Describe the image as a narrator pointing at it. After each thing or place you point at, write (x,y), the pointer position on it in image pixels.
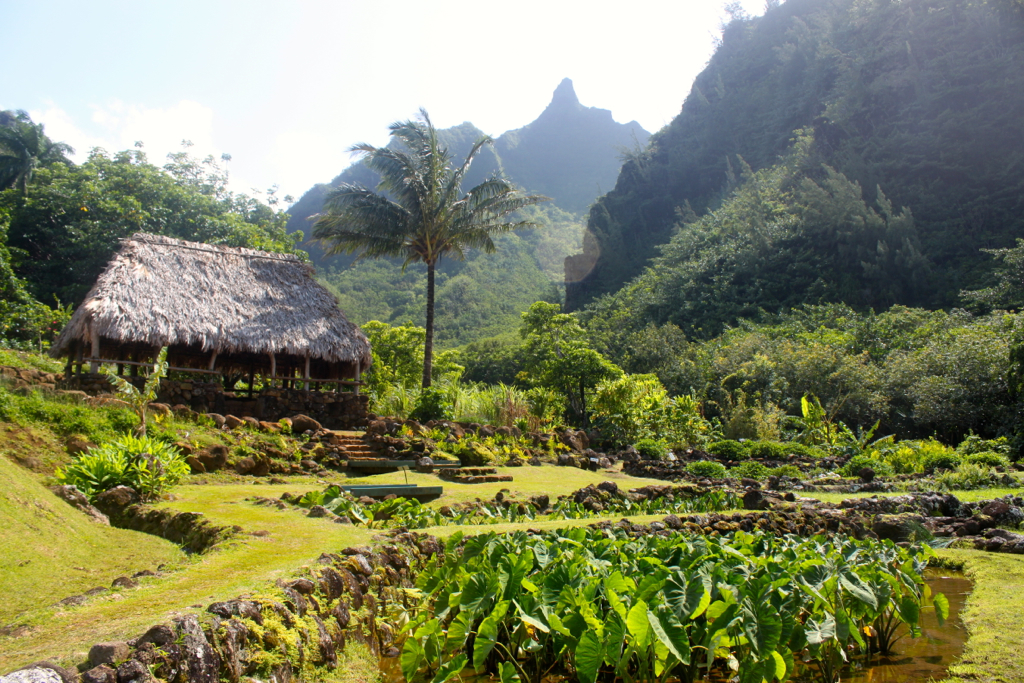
In this picture I can see a hut (172,344) with some trees (650,306), plants (266,624) and rocks (217,656).
